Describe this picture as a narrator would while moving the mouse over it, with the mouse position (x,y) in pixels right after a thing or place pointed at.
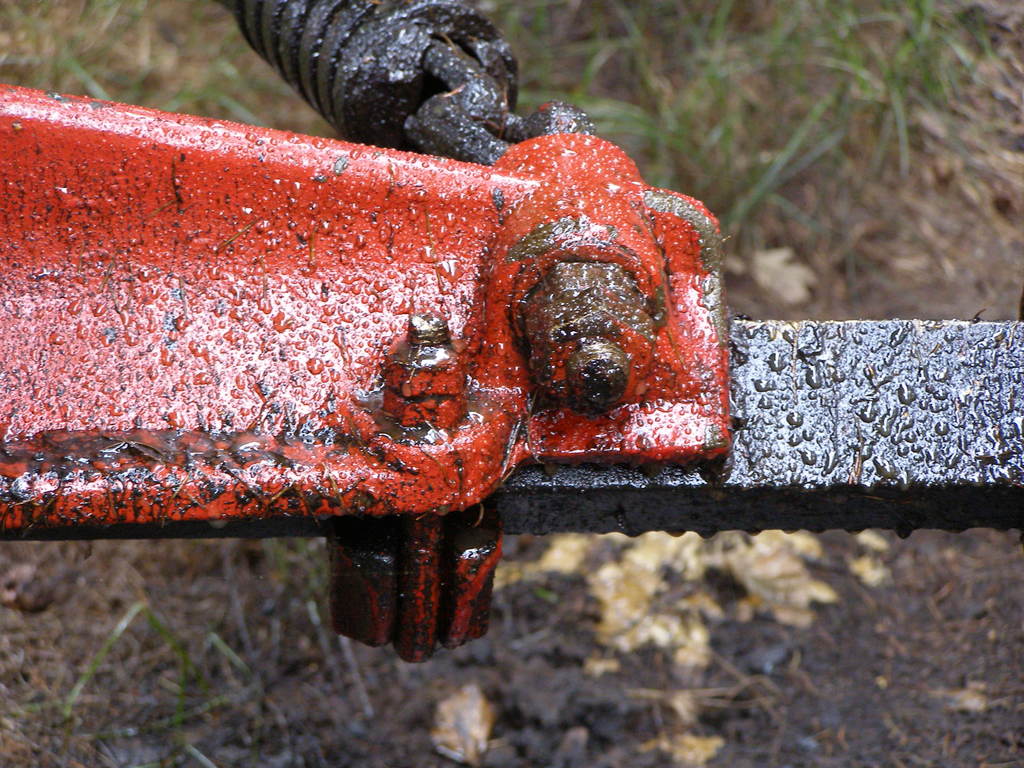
In the center of the image (541,414) there are iron bars (514,418). In the background (97,52) there is a grass (654,73).
